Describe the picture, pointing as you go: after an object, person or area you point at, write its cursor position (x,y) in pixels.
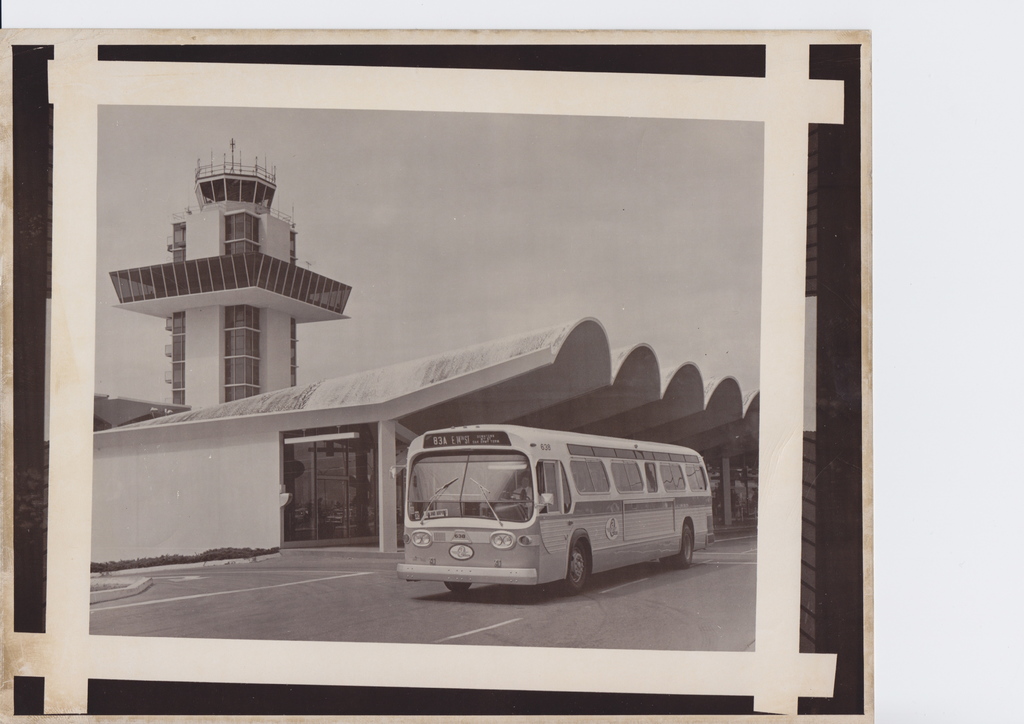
This is a black and white image. In this image we can see bus (530,527), building (242,428), tower (200,357), road (401,629) and sky (493,235).
